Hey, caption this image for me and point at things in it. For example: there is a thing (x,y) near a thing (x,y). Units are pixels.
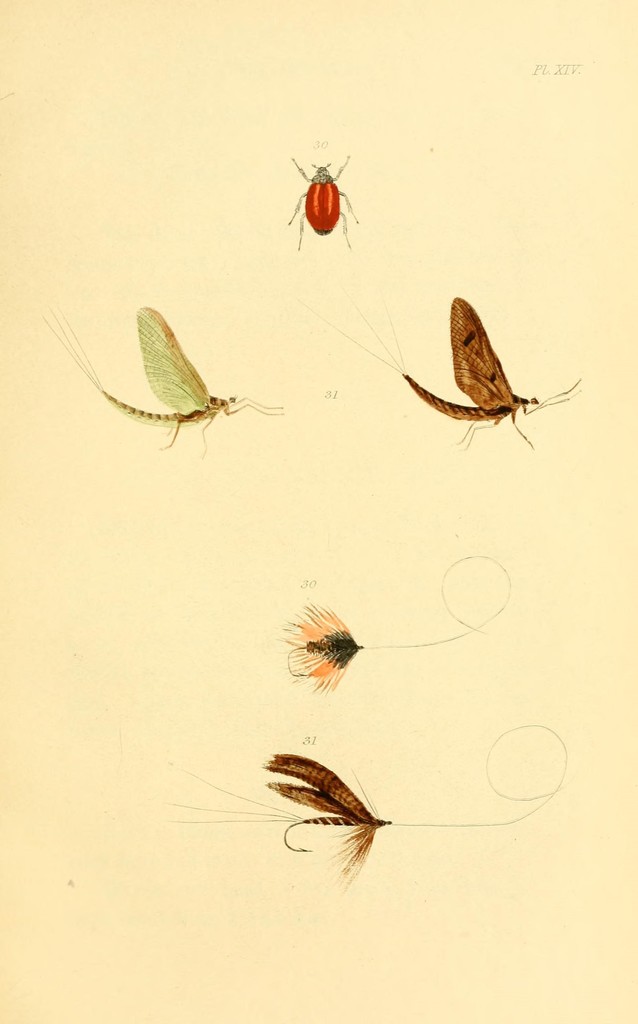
This is a painting. In this image there are paintings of different insects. At the back (298,458) there is a cream background (304,411). At the top right (559,71) there is a text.
